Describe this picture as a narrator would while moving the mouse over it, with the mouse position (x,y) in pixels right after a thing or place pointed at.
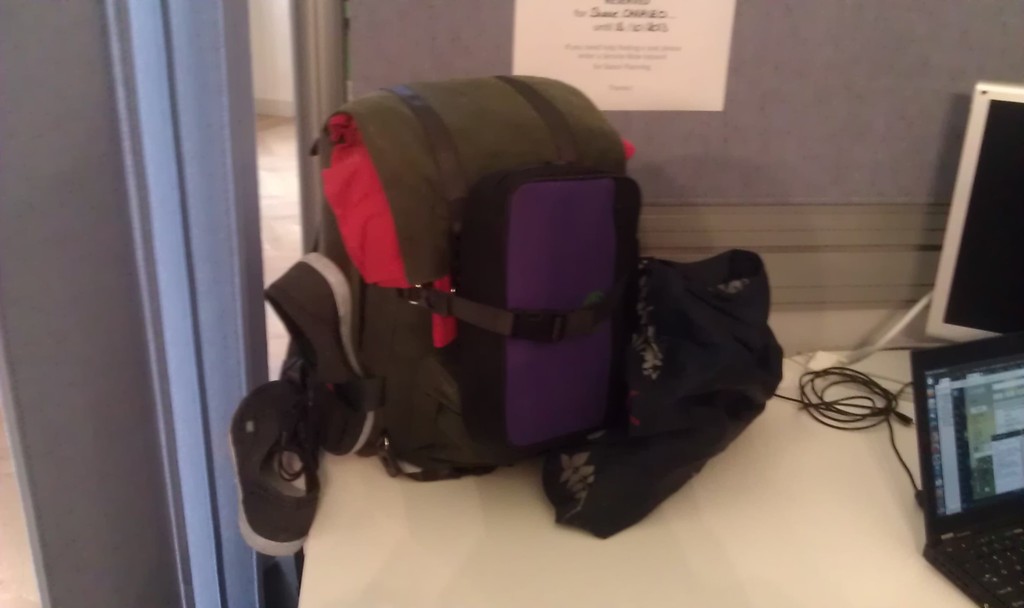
Here we can see a bag (465,210), a monitor (963,303) and a laptop (944,427) present on a table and there is a paper (716,102) stuck on the wall (684,124) present.
